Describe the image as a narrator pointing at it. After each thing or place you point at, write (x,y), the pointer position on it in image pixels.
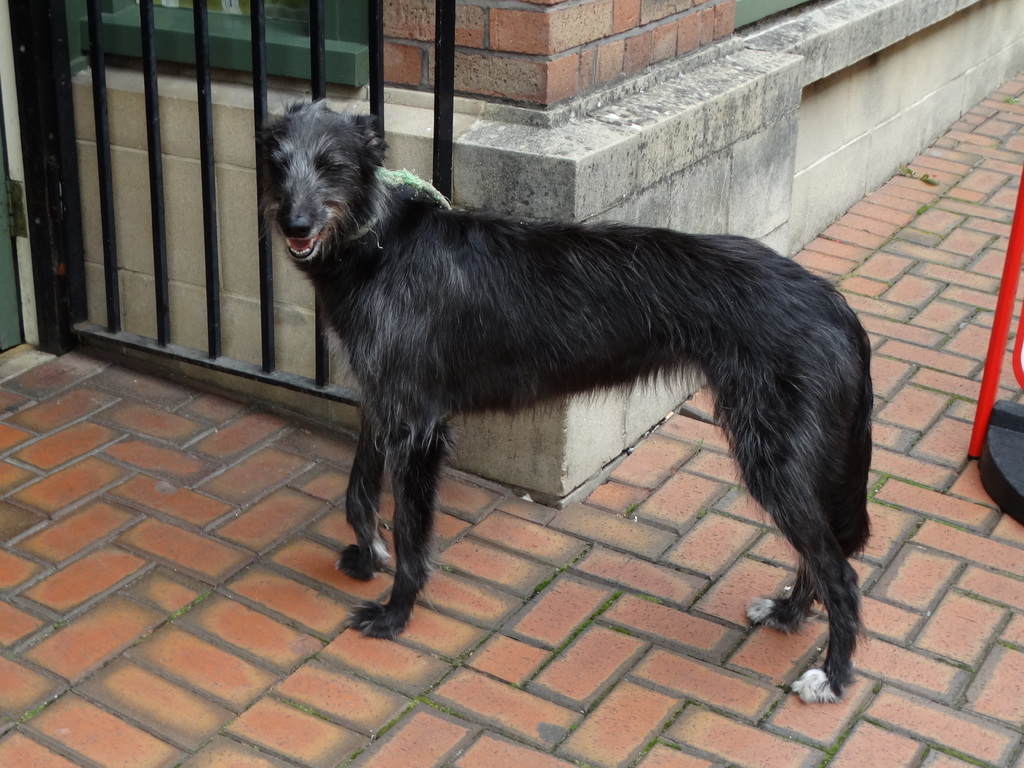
In this picture I can see the path (25,436) on which there is a dog (325,227), which is of white and black color. In the background (32,139) I can see the wall (412,13) and I see black color iron bars (58,231). On the right side of this image (1009,467) I can see a red and black color thing (1017,253).
